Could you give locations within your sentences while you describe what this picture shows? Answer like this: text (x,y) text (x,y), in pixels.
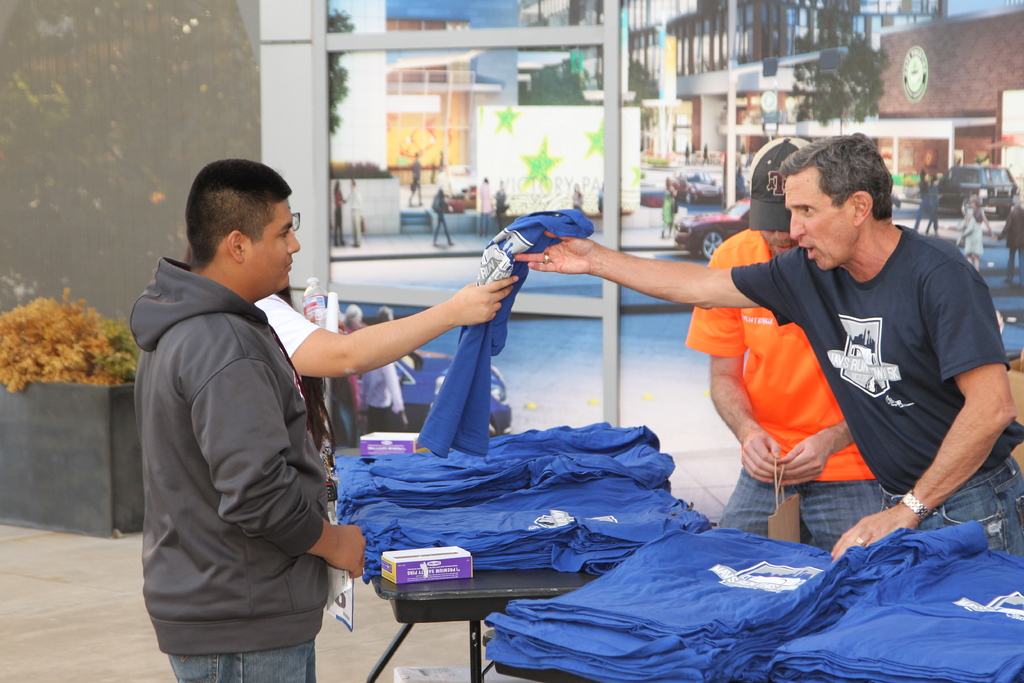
In this image we can see two men (813,327) are standing and selling blue color garments (549,486). In front of them table (526,580) is there. On table (493,586) so many blue color garments (610,588) are kept. Left side of the image (292,369) two people (292,369) are standing and purchasing. Background of the image (50,315) plants (80,338), road (690,211), cars (710,231), trees (820,77) and buildings (743,63) are present.
